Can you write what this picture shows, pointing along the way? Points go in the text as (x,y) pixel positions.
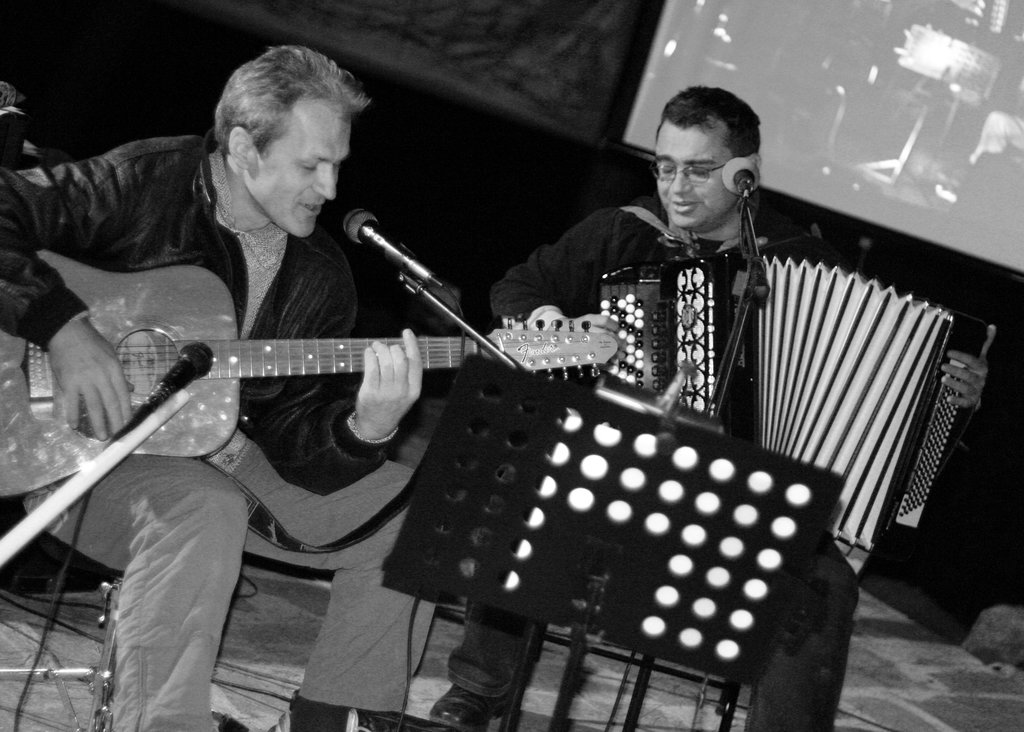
They both are sitting on a chair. They are playing musical instruments (705,372).
